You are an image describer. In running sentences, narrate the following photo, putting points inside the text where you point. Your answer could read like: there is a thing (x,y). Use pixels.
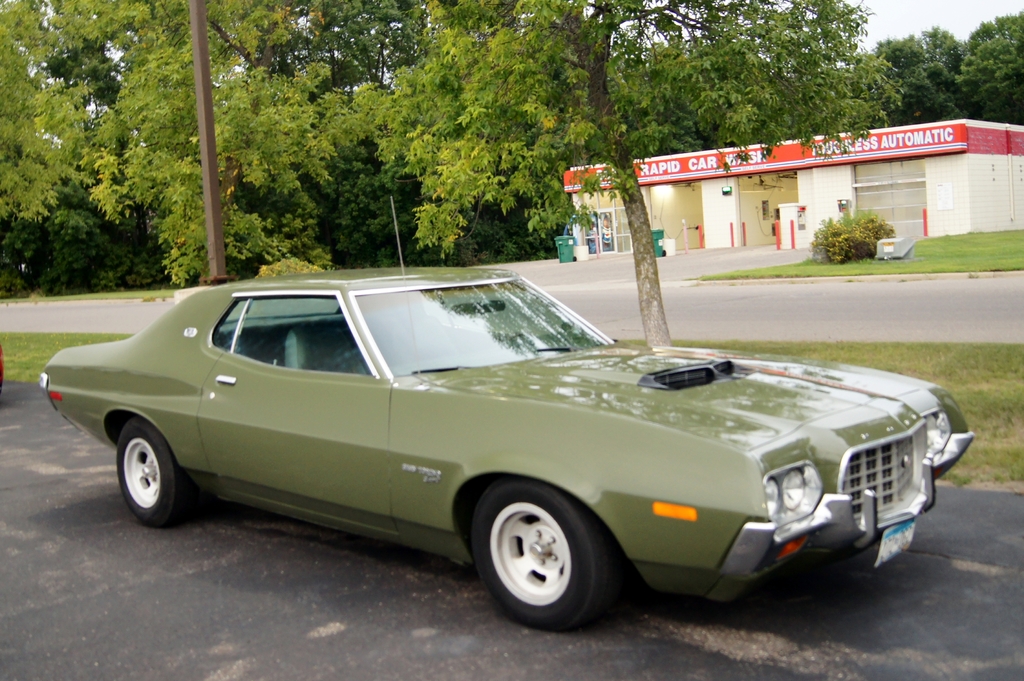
As we can see in the image there is a green color car (434,399), building (748,190) and grass (933,257). There are dustbins (666,241), windows (614,223), plants (829,234) and trees (660,108). At the top (963,17) there is sky (886,24).
